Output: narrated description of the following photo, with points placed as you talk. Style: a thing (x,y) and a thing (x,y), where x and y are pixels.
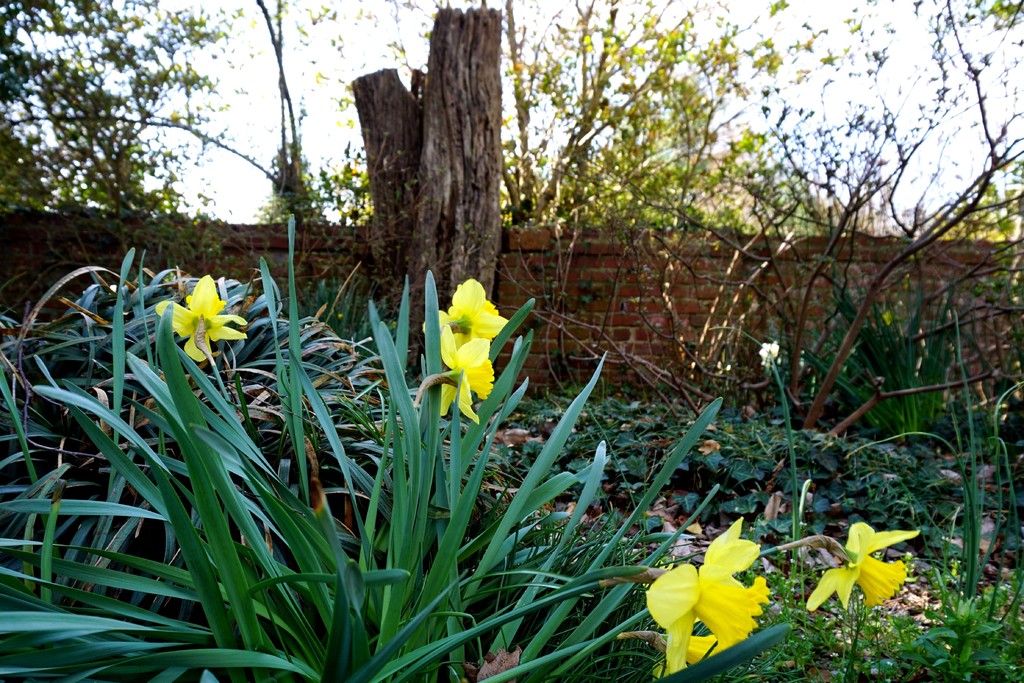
In this image, we can see some plants (803,494) and trees (625,127). There are stems (453,154) in front of the wall (523,278).
